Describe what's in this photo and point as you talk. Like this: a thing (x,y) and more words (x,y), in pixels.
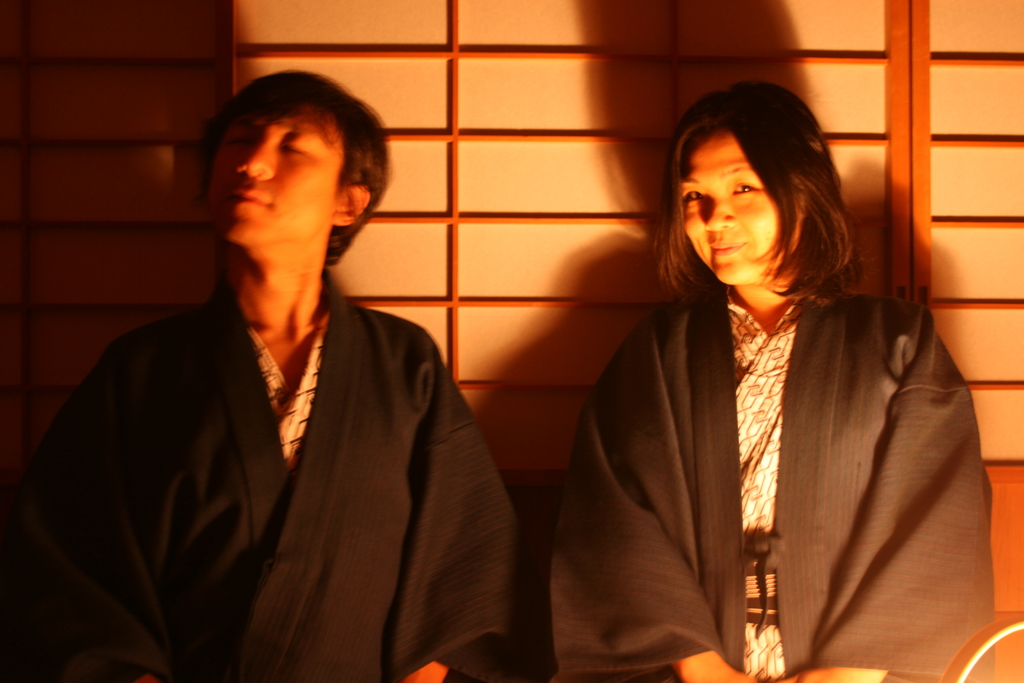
In this image I can see two persons (425,379) and I can see both of them are wearing black colour dress (666,519). On the right side (692,155) I can see smile (729,248) on her face (730,233). I can also see this image is little bit blurry.
